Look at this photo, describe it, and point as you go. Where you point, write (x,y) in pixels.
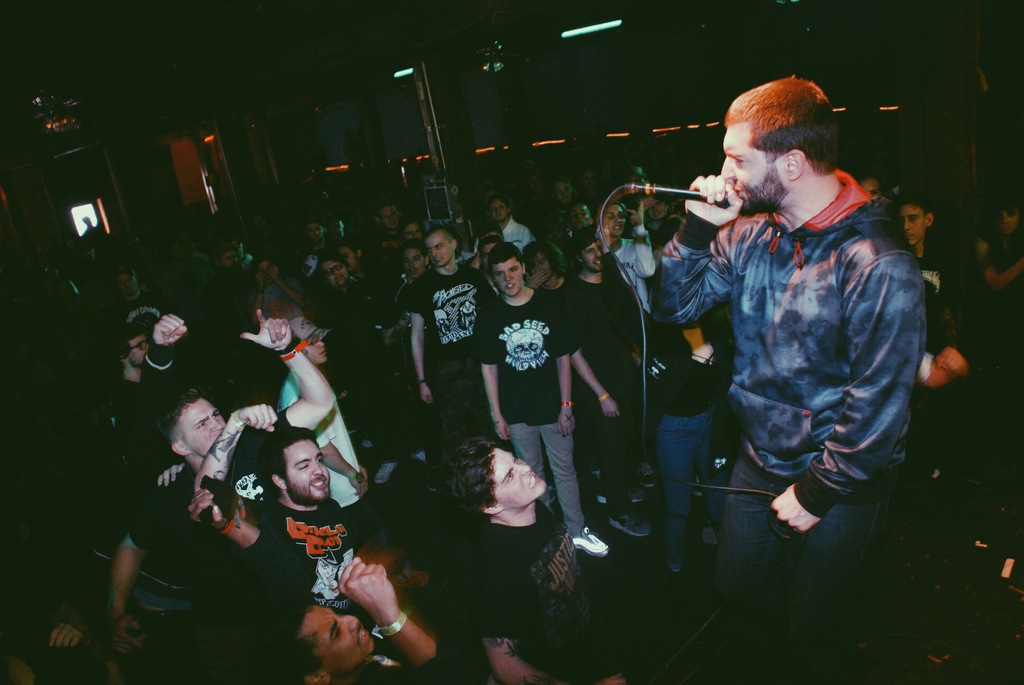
There are people (49,660) and this man (749,467) standing and holding microphone (674,188) with cable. In the background (618,148) it is dark and we can see lights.
